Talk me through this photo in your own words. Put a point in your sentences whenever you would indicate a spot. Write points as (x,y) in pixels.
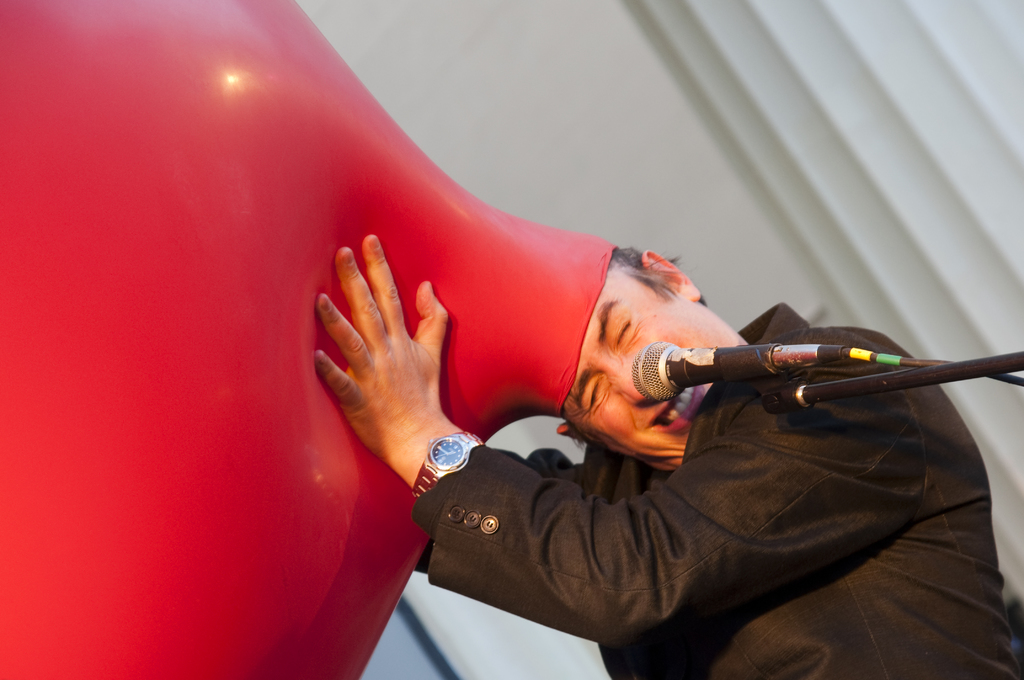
Bottom right side of the image (880,514) a man (819,416) is standing and holding a balloon (397,181). Behind him there is a wall (976,333) and there is a microphone (657,375).
